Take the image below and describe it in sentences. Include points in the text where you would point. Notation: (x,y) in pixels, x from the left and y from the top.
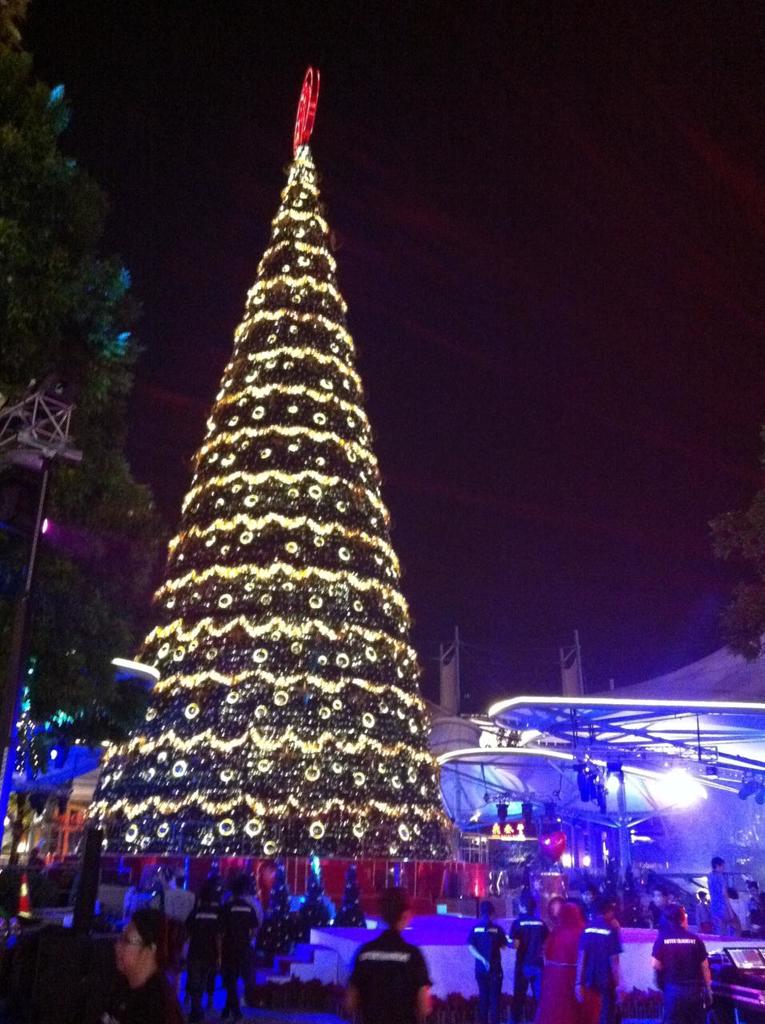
In this image, on the left side (157,925), we can see a person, on the left side (209,889), we can see two men (243,921). On the left side (126,511), we can also see some trees (134,523), metal instrument (44,453). On the right side (747,983), we can see a group of people (601,957), equipment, roof (714,735) with few lights (761,790). In the middle of the image (414,651), we can see a group of people (493,1014), Christmas tree (445,855). At the top (568,257), we can see black color.
